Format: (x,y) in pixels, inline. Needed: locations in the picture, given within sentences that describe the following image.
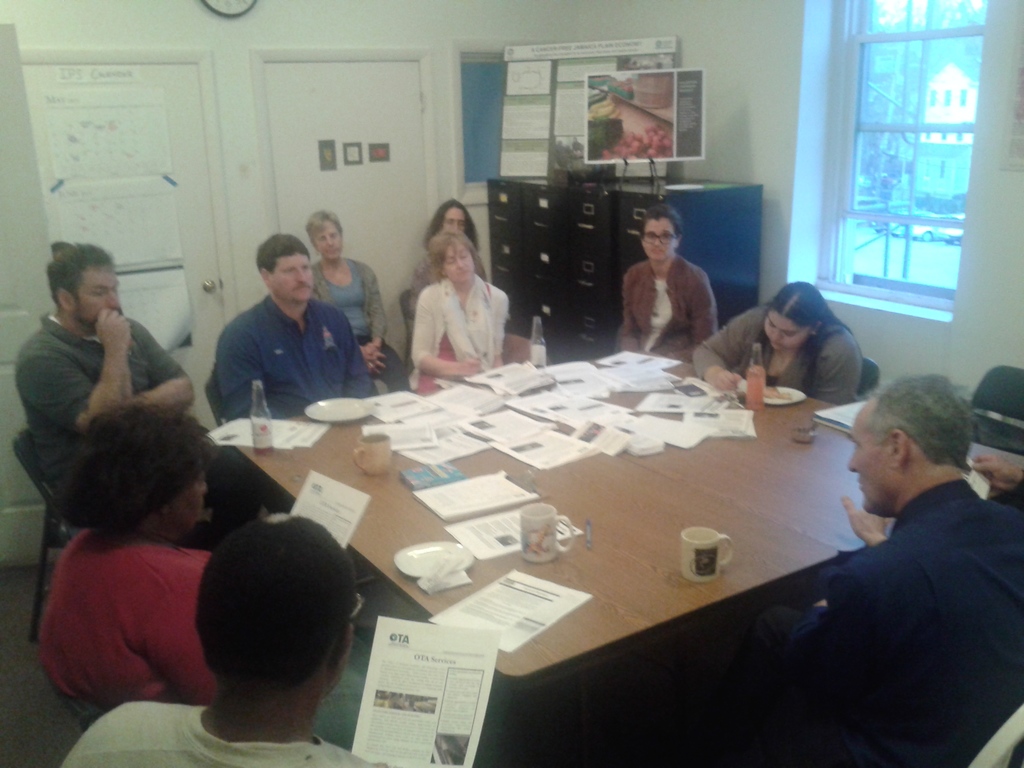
In this picture we can see a group of people (919,660) sitting on chairs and in front of them on tables (841,472) we can see papers (509,454), cups (381,470), bottles (757,355), plates (341,408) and in the background (342,185) we can see doors (318,128), clock (218,12), cupboards (535,291), window (886,212).
